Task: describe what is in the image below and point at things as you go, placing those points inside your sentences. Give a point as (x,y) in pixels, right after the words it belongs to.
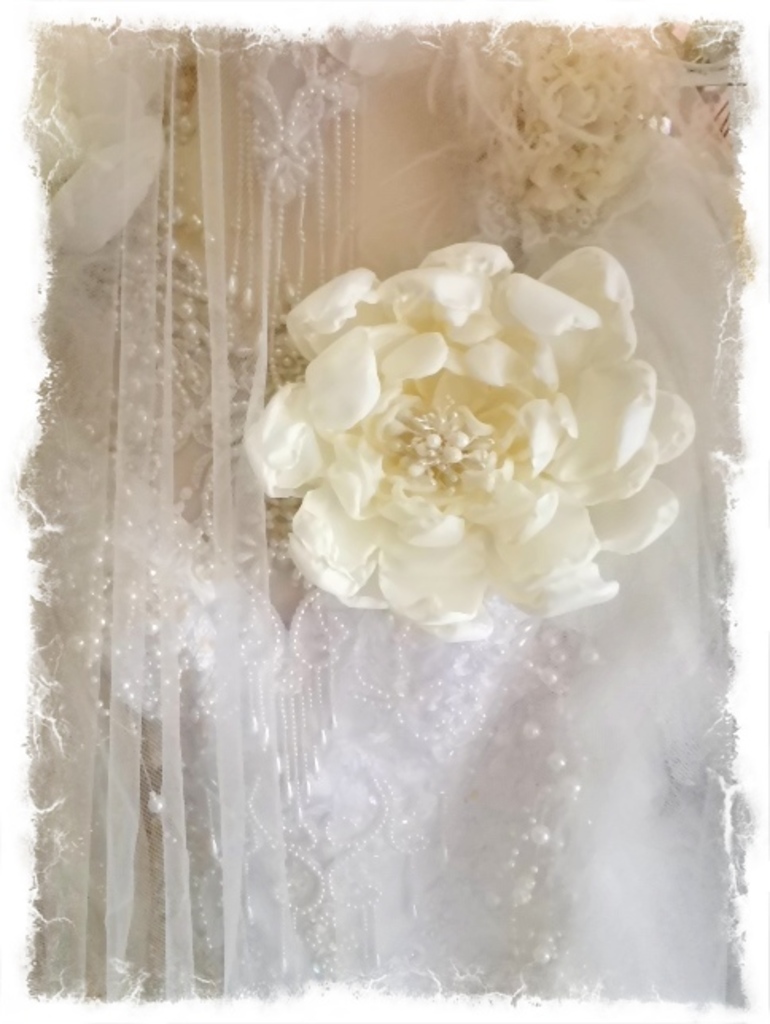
In the picture I can see a white color flower (482,498) and some other objects (221,296) on a dress (270,520).
